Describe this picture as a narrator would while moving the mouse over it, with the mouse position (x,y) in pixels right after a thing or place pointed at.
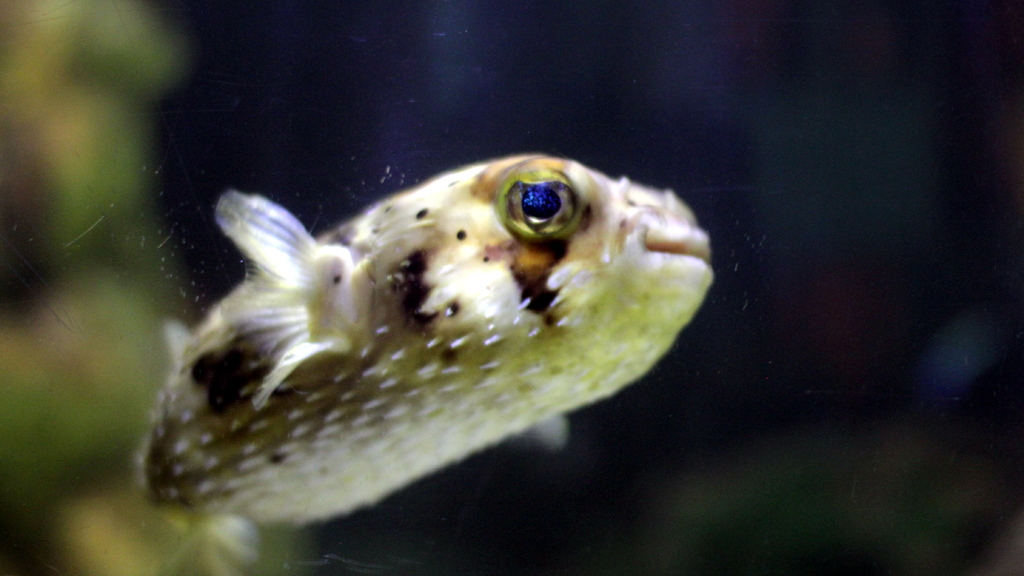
In this image I can see an aquatic animal (403,367) in the water (426,492). I can see the blurred background (208,54).
